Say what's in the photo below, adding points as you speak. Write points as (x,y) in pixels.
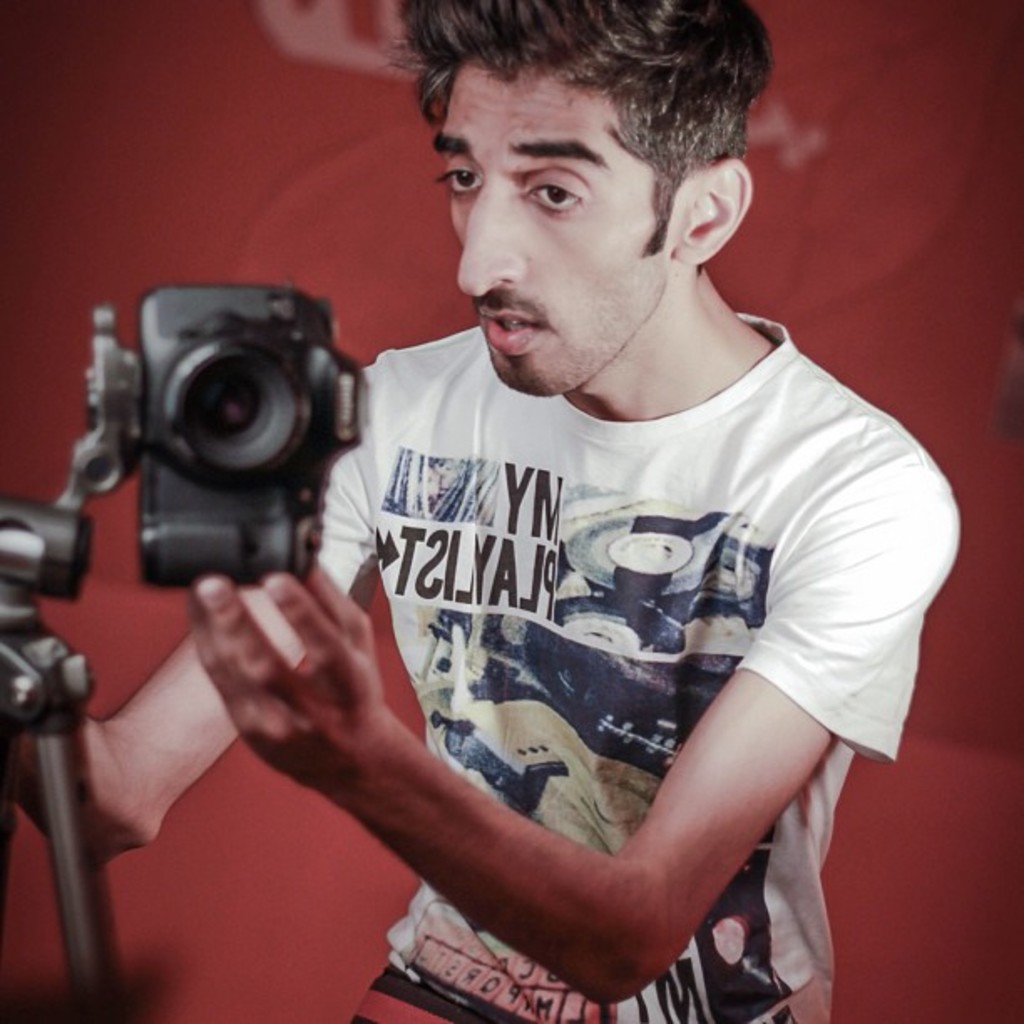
In this picture we can see man (603,264) holding camera (318,441) in one hand (277,648) and stand (22,619) in other hand (105,735). He wore white color T-Shirt (544,721).
